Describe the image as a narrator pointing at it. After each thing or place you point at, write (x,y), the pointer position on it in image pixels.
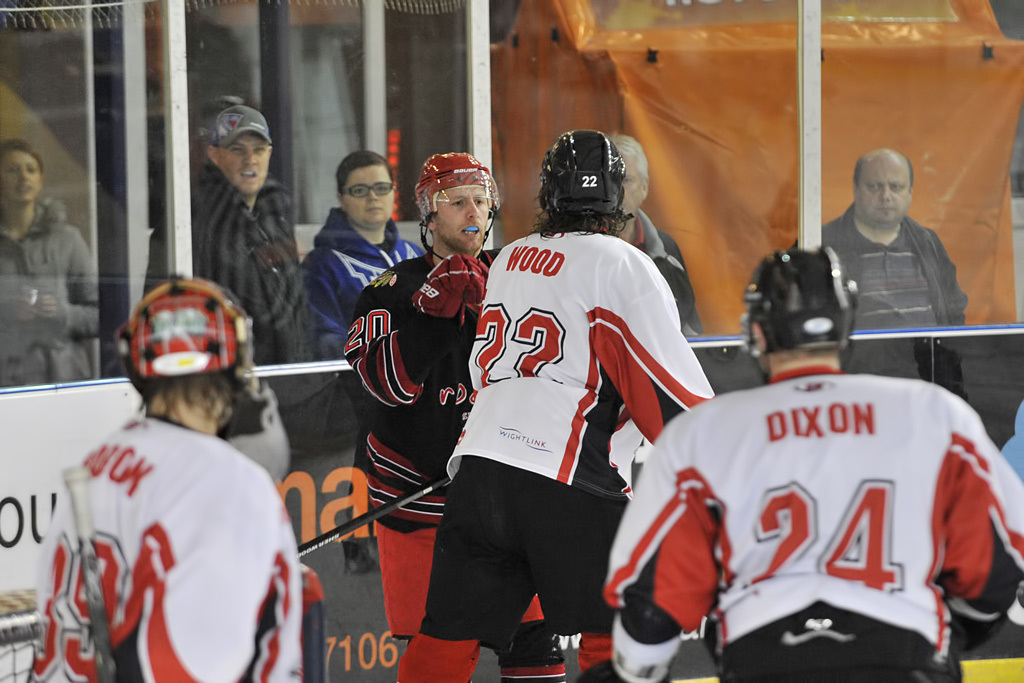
In this picture there is a man (427,355) who is wearing helmet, t-shirt (397,285), gloves (444,308) and trouser (415,608). Beside him we can see another man (669,352) who is wearing twenty two number jersey (606,433). At the bottom right (788,639) there is another player (895,462) who is wearing twenty four number jersey (828,560). In the back (870,193) we can see the group of persons (892,232) were standing behind the glass window (722,204). Beside them we can see the orange color tent (840,105). In the bottom left (209,544) we can see another player (253,480) who is wearing thirty nine number jersey (167,617) and he is holding a hockey stick (91,612).
